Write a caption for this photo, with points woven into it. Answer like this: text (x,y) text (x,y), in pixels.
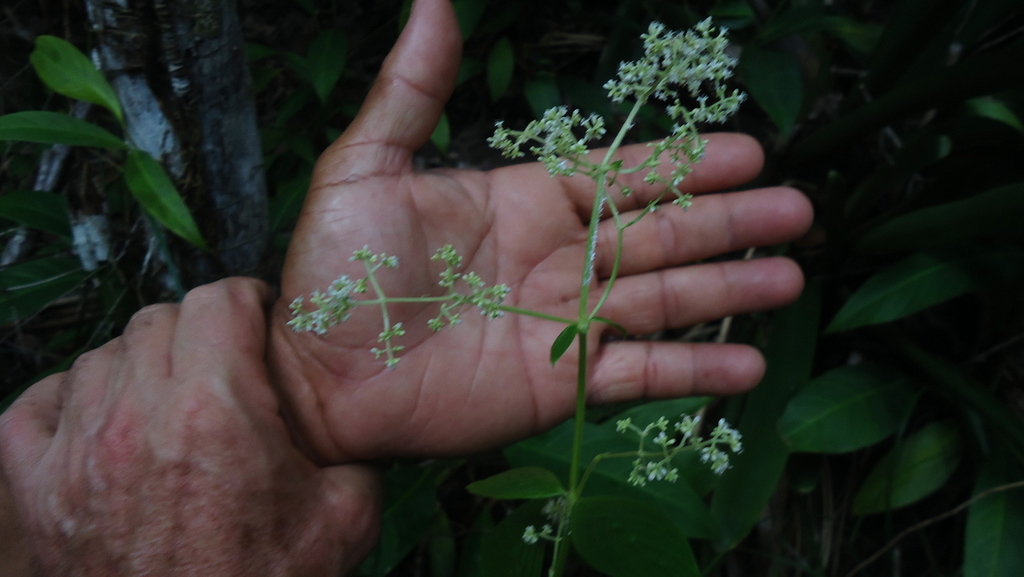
Here in this picture we can see a flower stem (498,310) present in a person's hand (525,388) and we can see plants (899,49) present all over there.
